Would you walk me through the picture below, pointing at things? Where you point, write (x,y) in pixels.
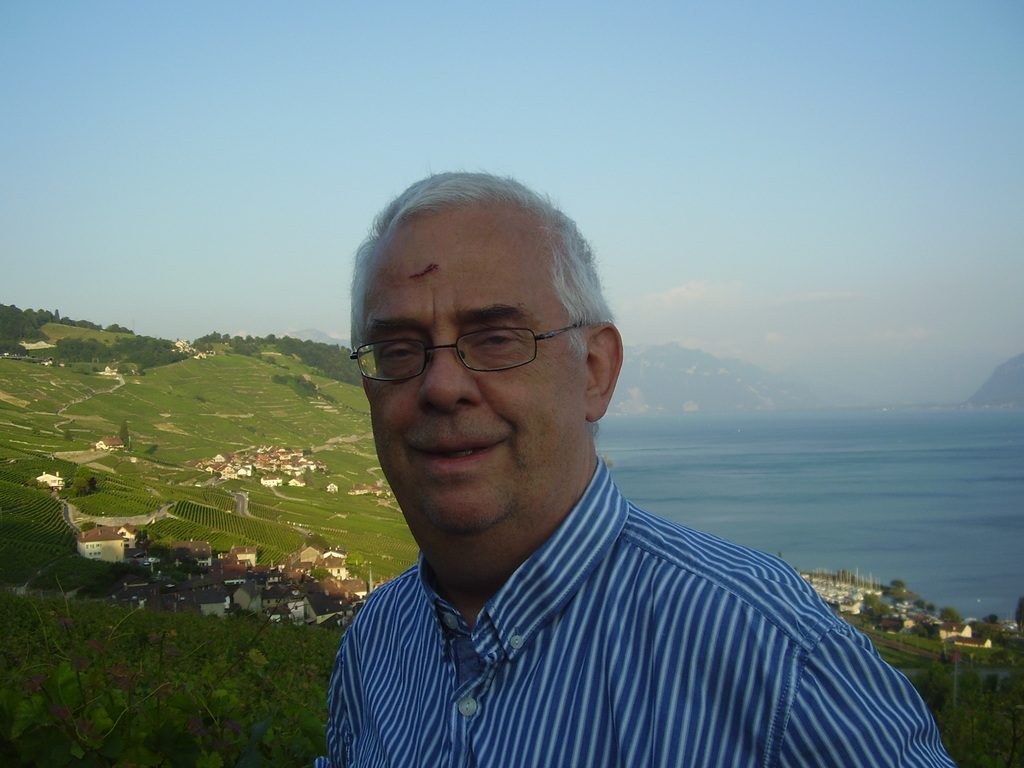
In this image we can see there is a man (711,733) standing in front of the hills (24,539), where we can see there are buildings (166,573), mountains (344,513) with trees (961,752) and beside that there is a big lake (988,426).
